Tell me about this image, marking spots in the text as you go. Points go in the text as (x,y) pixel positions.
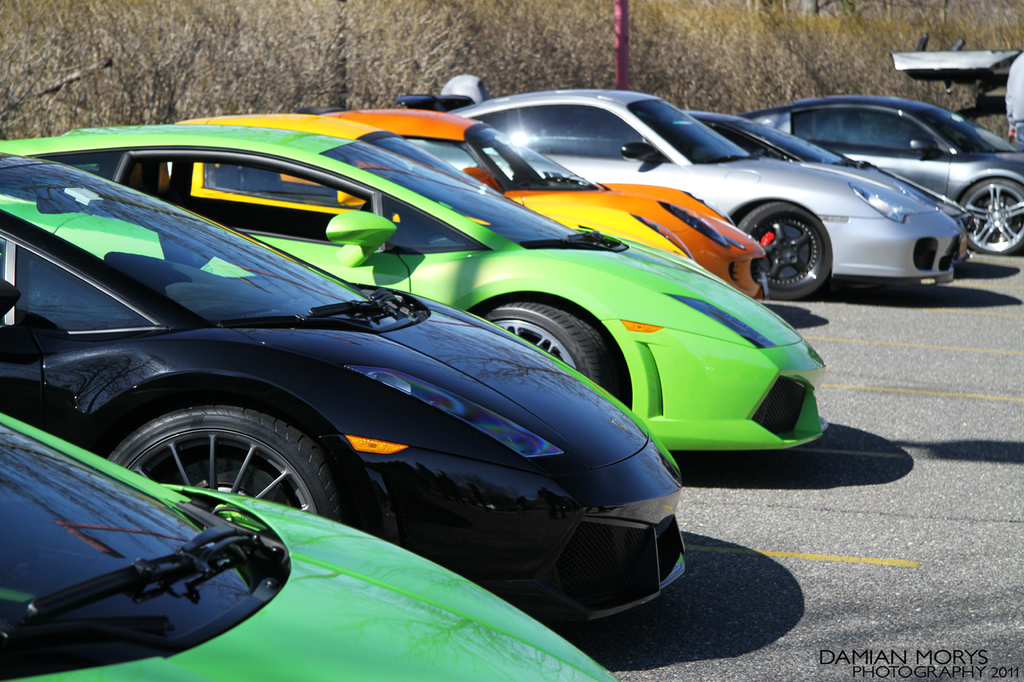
In this picture I can see number of cars (690,188) in front and I see that they're on the road (871,493). In the background (635,12) I can see few plants (408,57) and I can see a person (1013,137) on the right top corner of this picture (1007,126) and I see the watermark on the right bottom corner of this picture (907,677).
